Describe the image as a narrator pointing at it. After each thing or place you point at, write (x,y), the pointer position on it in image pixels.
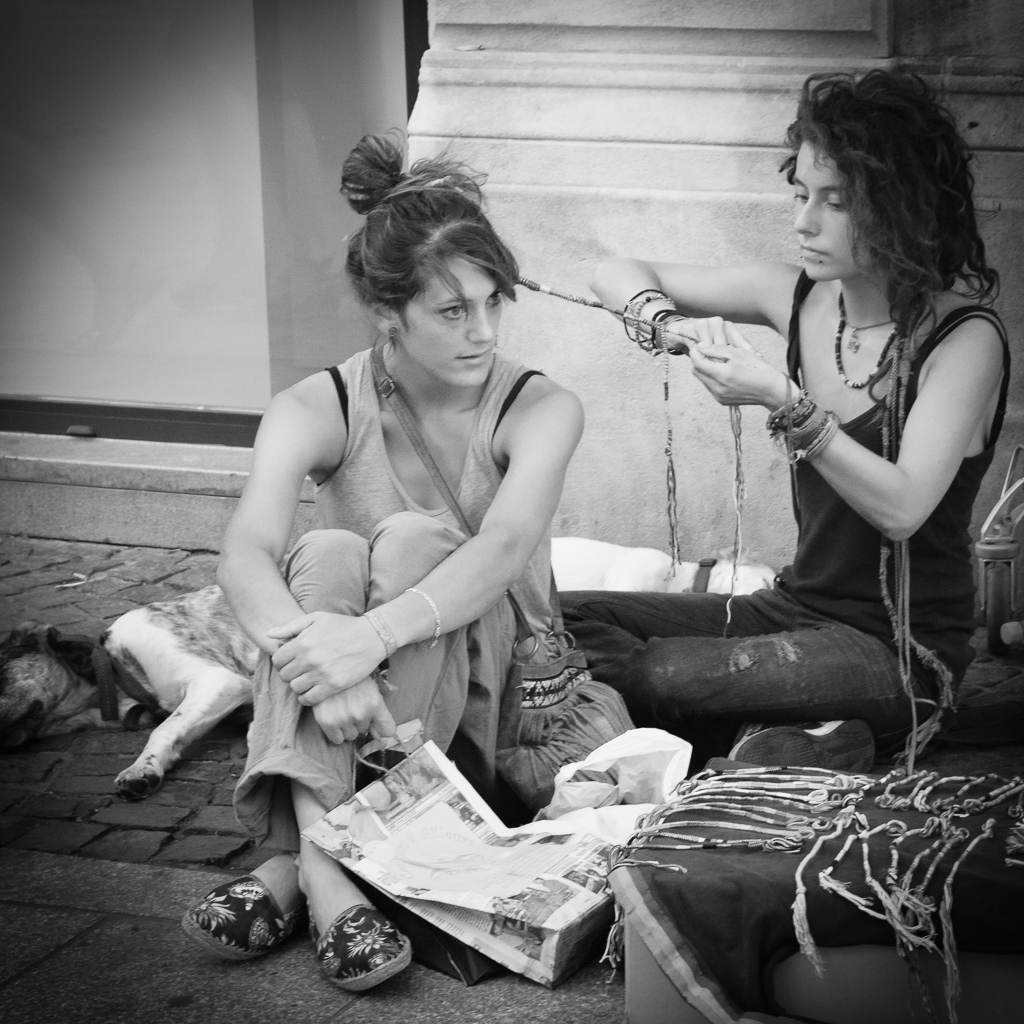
In this picture we can see two people (322,673) sitting on the floor (214,744), here we can see a bag (606,698), dogs (199,707) and some objects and we can see a wall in the background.
